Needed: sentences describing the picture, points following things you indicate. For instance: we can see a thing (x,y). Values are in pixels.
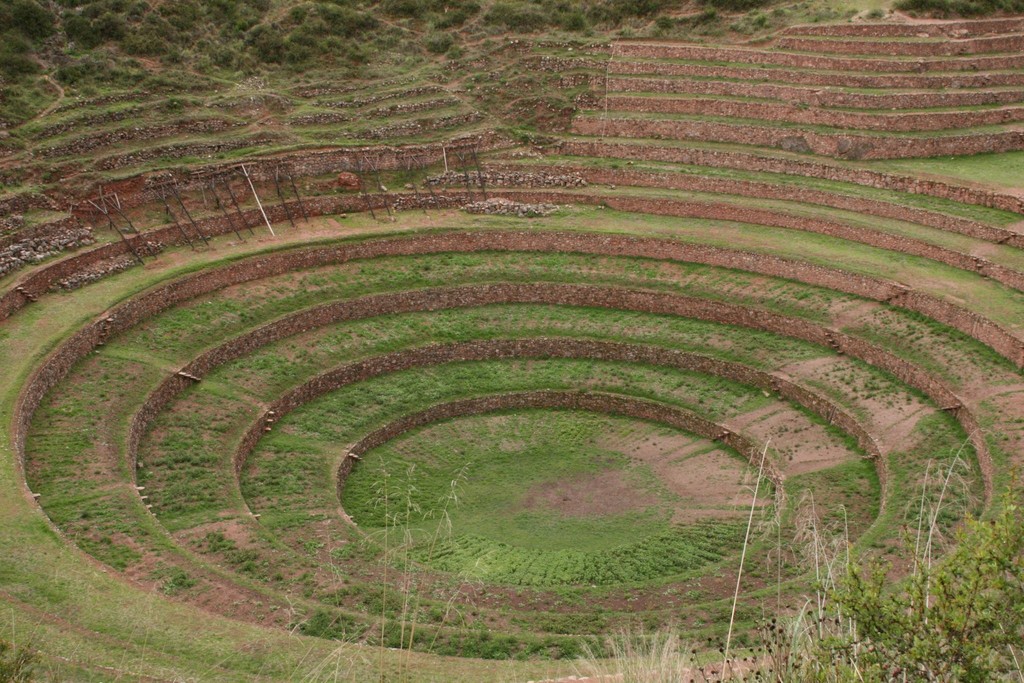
In this image I see the ground (569,303) on which I see the green grass (517,414) and plants (126,54) and I see few things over here.
